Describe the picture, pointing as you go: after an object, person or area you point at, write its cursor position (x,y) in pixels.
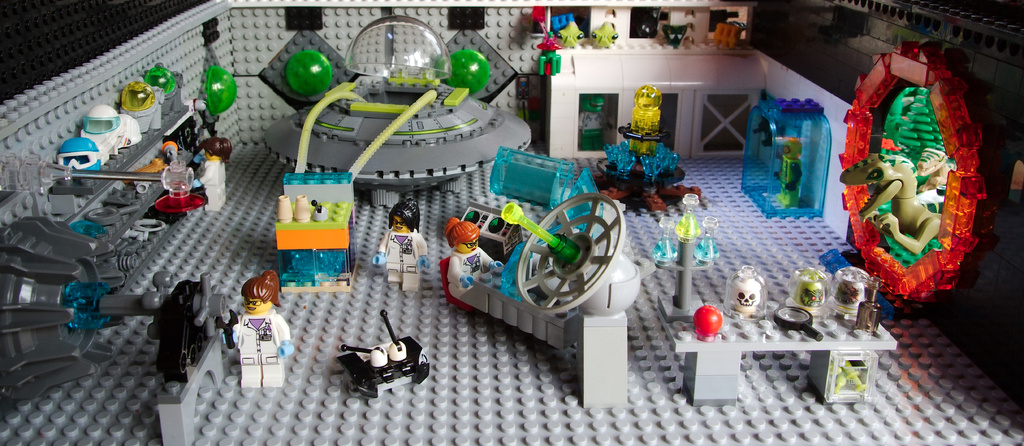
In this picture we can see Lego puzzle (854,319), there are people (258,292), animals (919,189), helmets (115,133), cups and objects (602,265).
